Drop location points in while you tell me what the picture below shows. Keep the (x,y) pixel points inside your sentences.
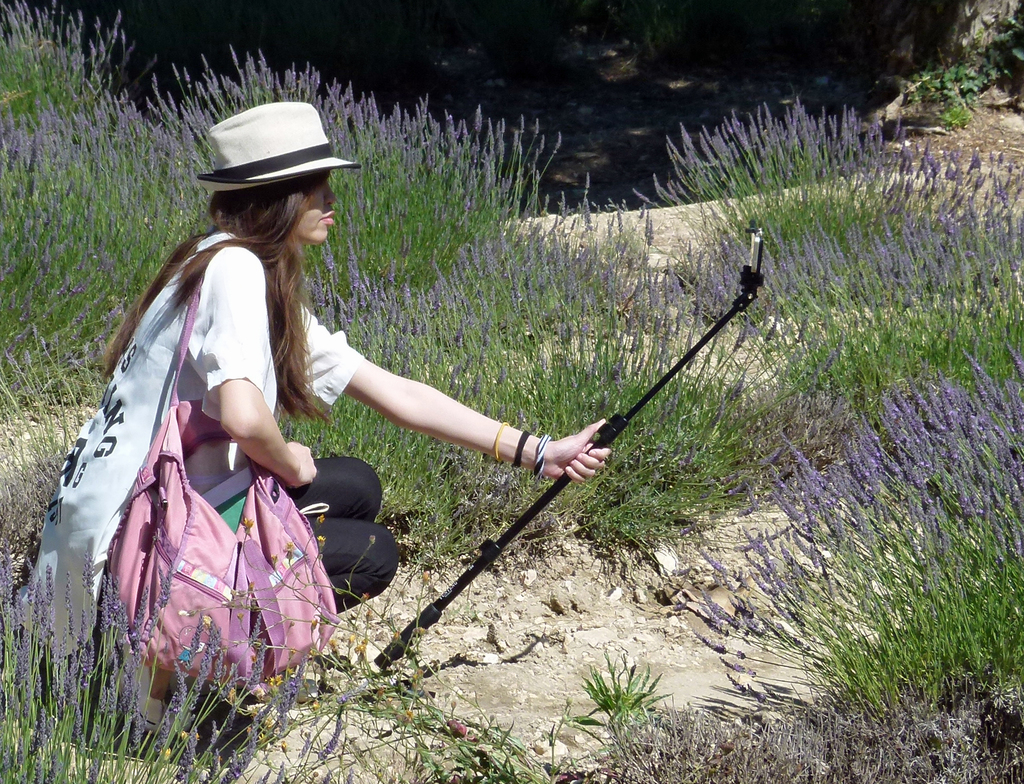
There is a woman (298,349) in white color t-shirt (231,344), wearing a pink color handbag (156,526), holding a black color stick (598,442) with other hand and taking a photo. And she is in squatting position, near plants (494,252), which are having flowers (494,252). In the background (713,116), there is pit (500,82).
